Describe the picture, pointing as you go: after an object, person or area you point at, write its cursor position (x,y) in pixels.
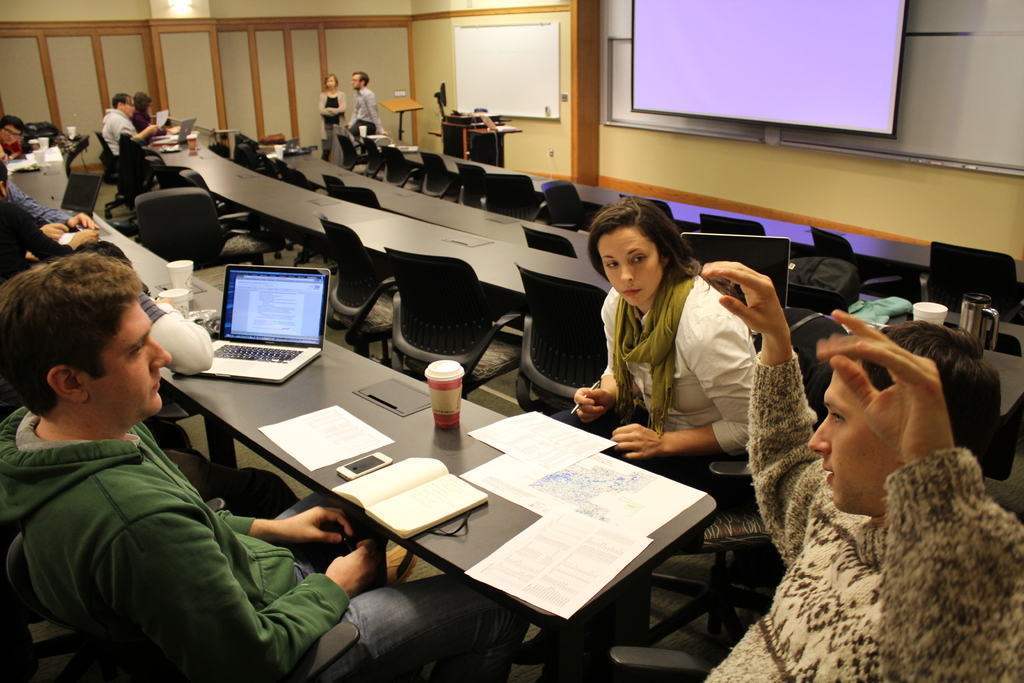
In this image I can see few persons (934,635) sitting on the chairs (15,576). I can see some books (371,495) on the table (370,519). There is a laptop (298,361) on the table (256,420). I can see a projector screen (847,100).
